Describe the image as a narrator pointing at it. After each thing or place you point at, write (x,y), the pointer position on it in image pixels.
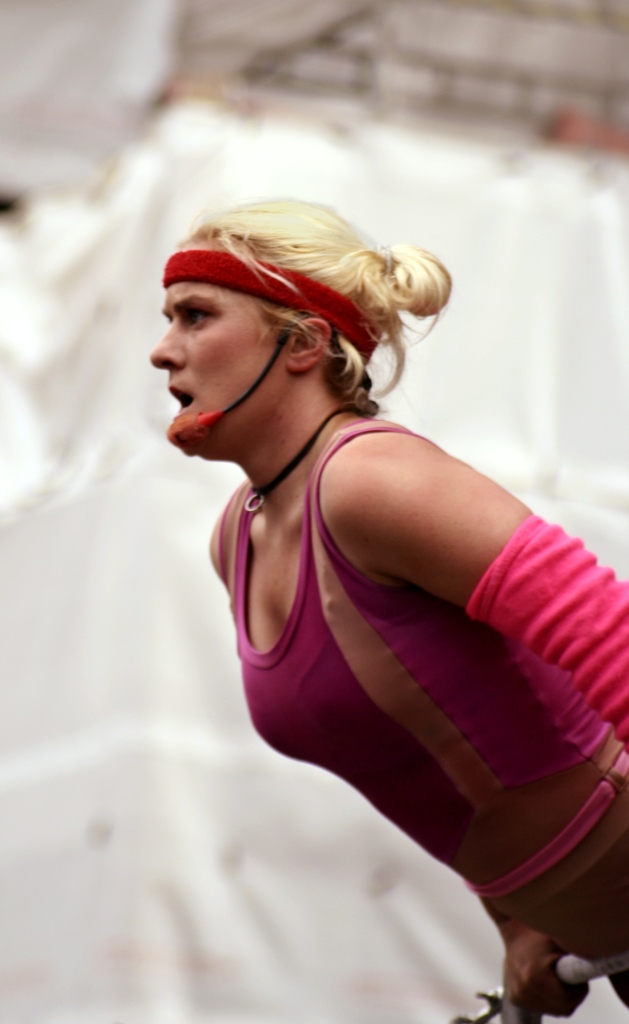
In this picture we can see a woman (352,419) holding an object (570,965) with her hand (514,943) and in the background (452,191) we can see some objects (181,155) and it is blurry.
